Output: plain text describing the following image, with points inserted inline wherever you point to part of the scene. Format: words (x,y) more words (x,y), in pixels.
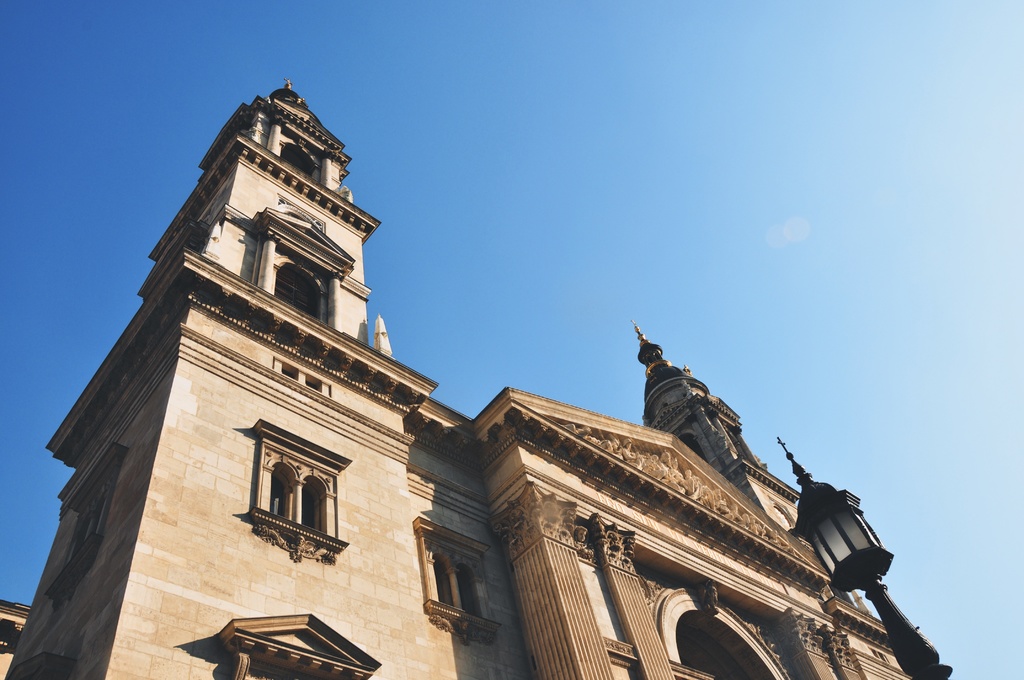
In the image there is a beautiful architecture (302,412) with perfect carvings (541,624) and designs (542,438), the picture is captured from the downside of the architecture (535,564).
